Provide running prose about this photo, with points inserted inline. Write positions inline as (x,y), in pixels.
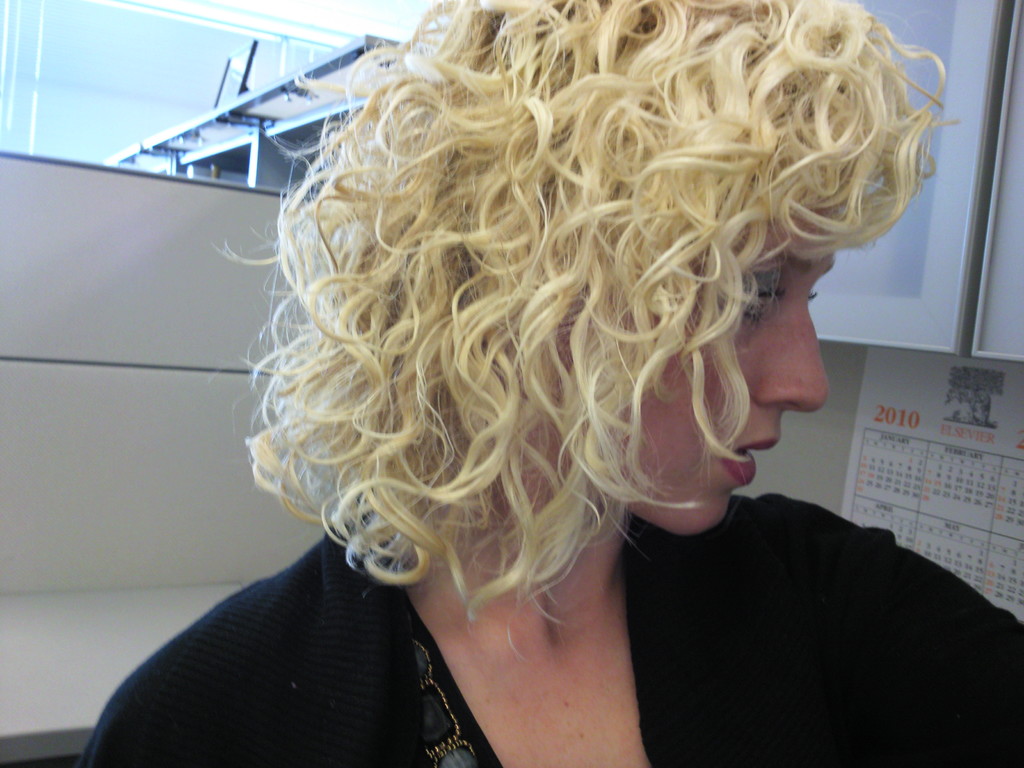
In this image there is a woman (265,692), she wearing black color dress (724,663), in the background (23,391) there is a wall (838,473) to that wall (841,425) there is a calendar (951,489).
